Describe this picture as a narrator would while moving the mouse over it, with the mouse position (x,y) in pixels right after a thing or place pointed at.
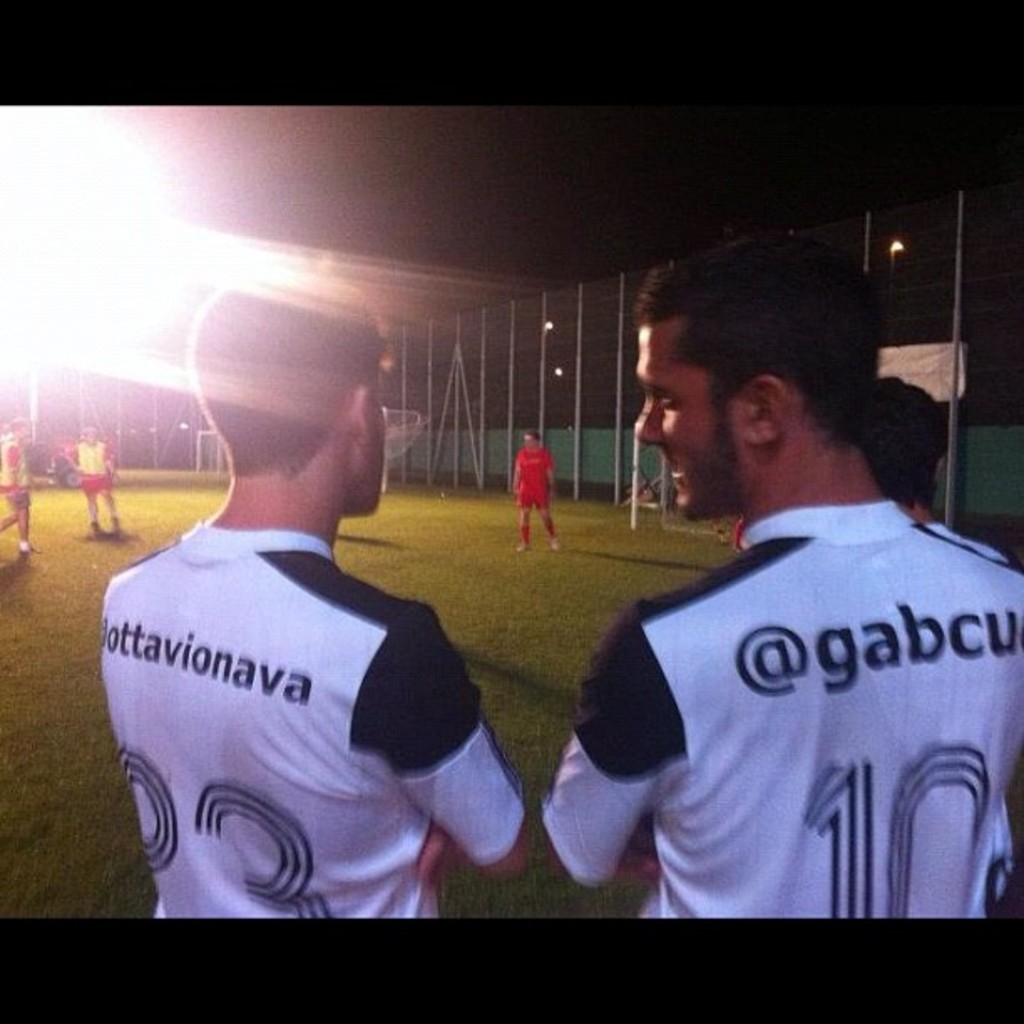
This is a photo. In the center of the image (346,663) we can see three persons (609,814) are standing. In the background of the image (126,466) we can see the mesh (600,411), wall (552,428), poles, lights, vehicle (70,451) and some persons (85,467) are playing in the ground (405,582). At the top of the image (245,140) we can see the sky (315,193) and light (64,244).
